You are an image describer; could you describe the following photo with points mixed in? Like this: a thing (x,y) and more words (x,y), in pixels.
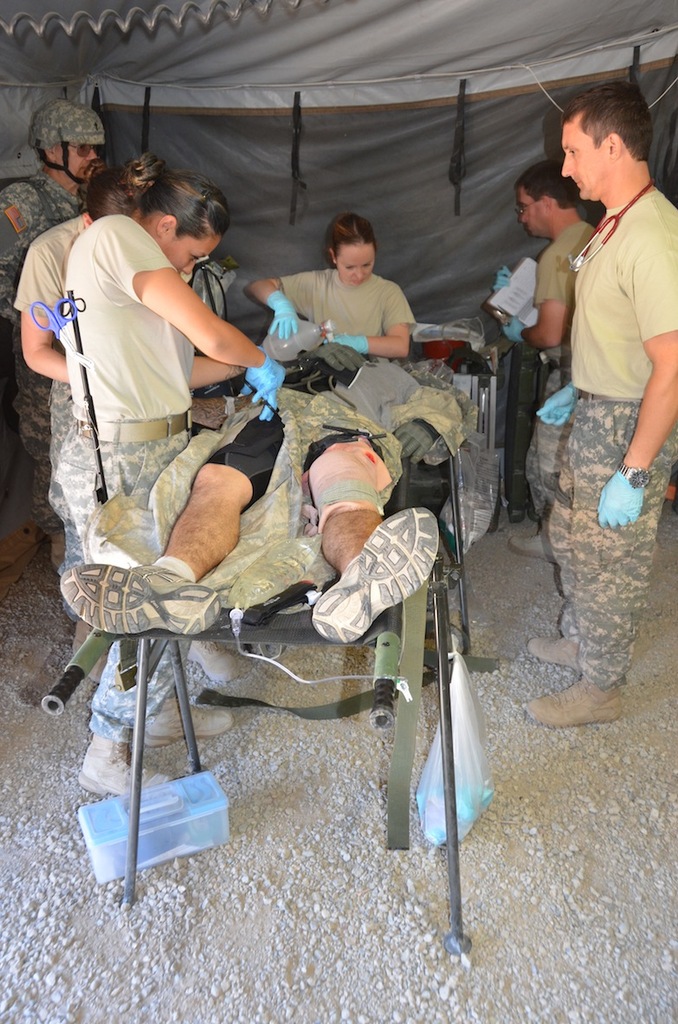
In this picture we can see few people (182,286), they are all under the tent (304,241), in the middle of the image (327,466) we can see a person (236,524) and the person (272,508) is lying on the stretcher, at the bottom of the image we can see a box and a plastic cover (479,722).
